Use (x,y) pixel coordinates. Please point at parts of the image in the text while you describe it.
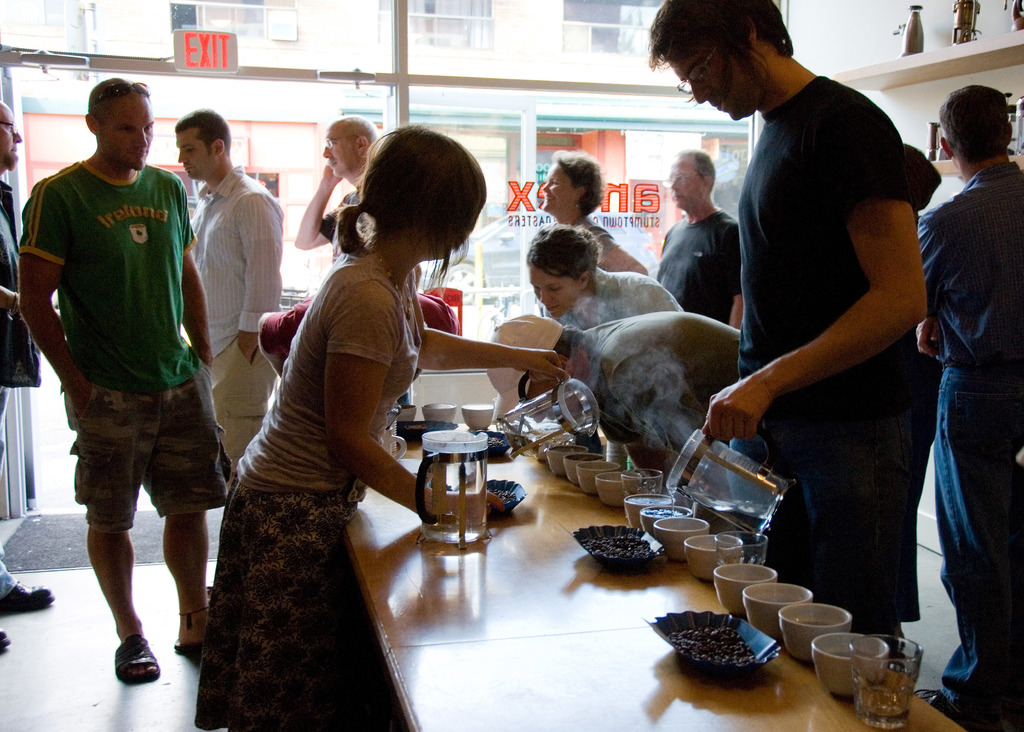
In the picture I can see a few persons (891,345) standing on the floor (11,698). There is a woman (239,470) on the left side (230,665) and she is holding a glass water jar (479,527) in her right hand (553,378). I can see the table (488,600) on the floor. I can see the ceramic bowls (545,454), a glass (878,689) and water jar (453,487) are kept on the table (595,563). There is a man (800,199) on the right side (800,199) is wearing a T-shirt (842,230) and he is also holding a glass water jar (719,467) in left hand (752,409). I can see a woman (567,227) smiling and she is on the right side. In the background (495,167), I can see a glass window (472,85) and building (522,0).
